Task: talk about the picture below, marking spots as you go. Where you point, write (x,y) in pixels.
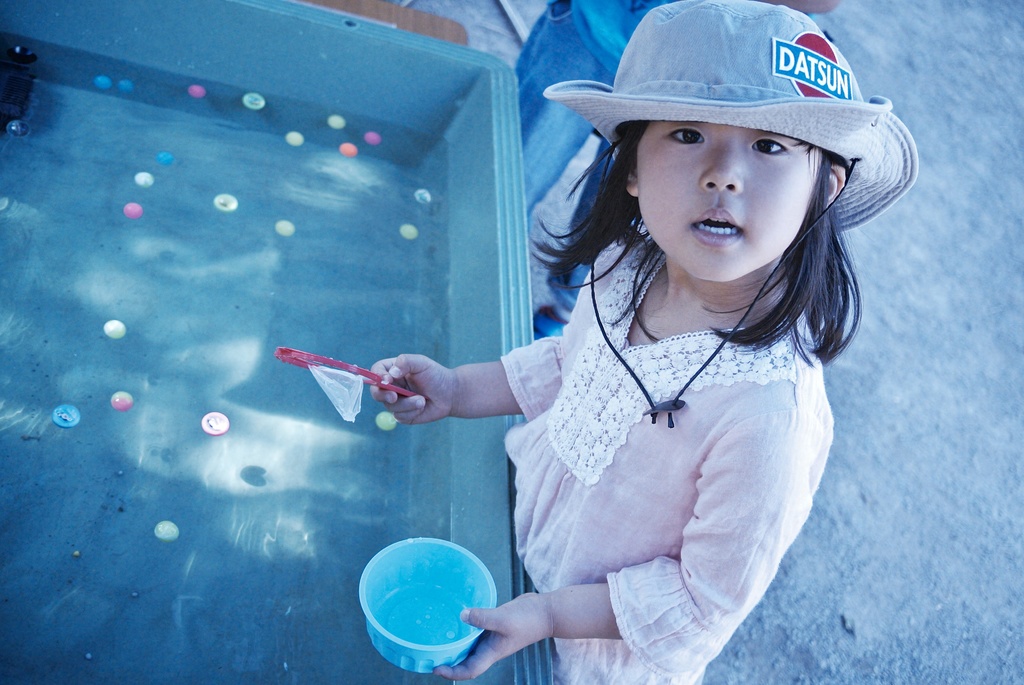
In this image we can see a girl (654,307), she is wearing a hat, there is a cup (425,609), and an object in her hands (416,363), in front of her we can see the water (75,314) in the tub (77,242), there are some objects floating on the water (75,254).
